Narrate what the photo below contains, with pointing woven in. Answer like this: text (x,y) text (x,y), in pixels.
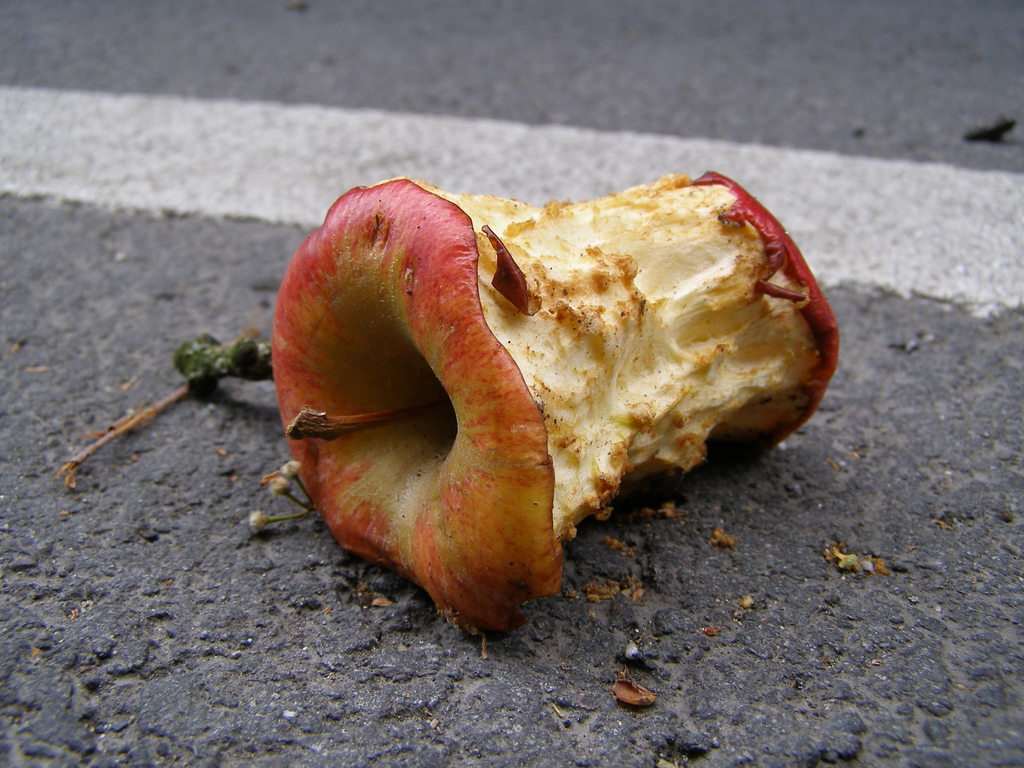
In the center of the image (565,339) a bitten apple (480,354) is present. In the background of the image (855,419) a road (313,641) is there.
